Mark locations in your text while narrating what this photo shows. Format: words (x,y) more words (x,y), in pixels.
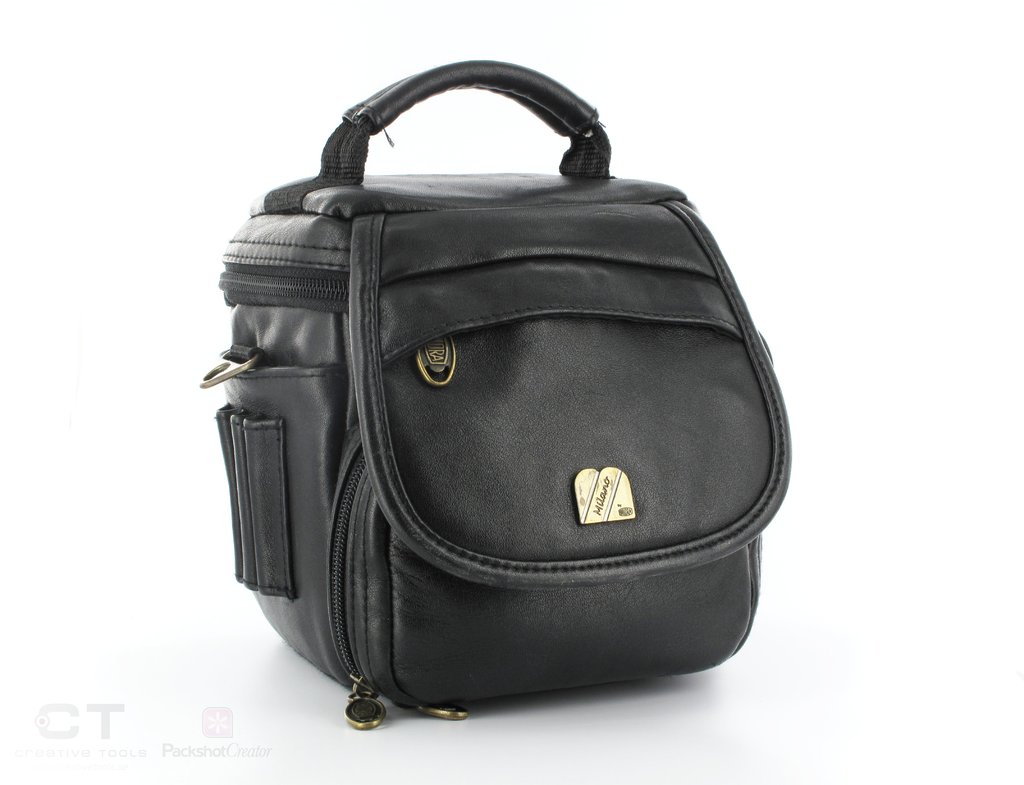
In this image I see a black colored bag (606,512).
